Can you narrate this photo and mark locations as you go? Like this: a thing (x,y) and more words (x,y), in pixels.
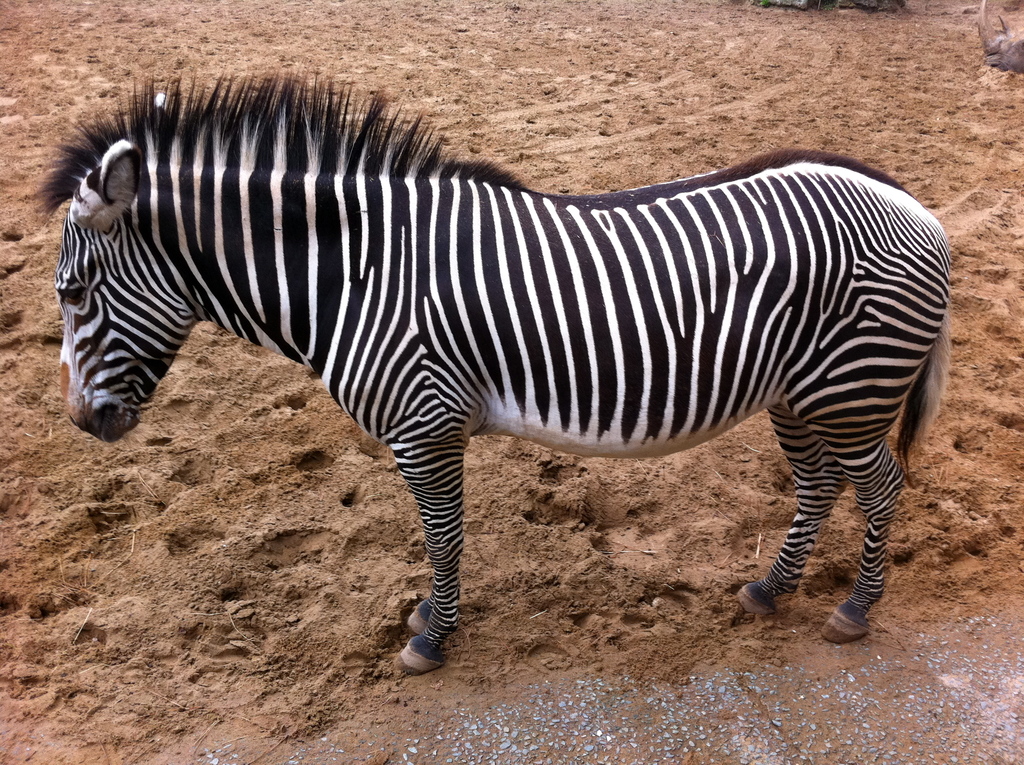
In this picture we can see a zebra (542,429) on the ground (690,454).
